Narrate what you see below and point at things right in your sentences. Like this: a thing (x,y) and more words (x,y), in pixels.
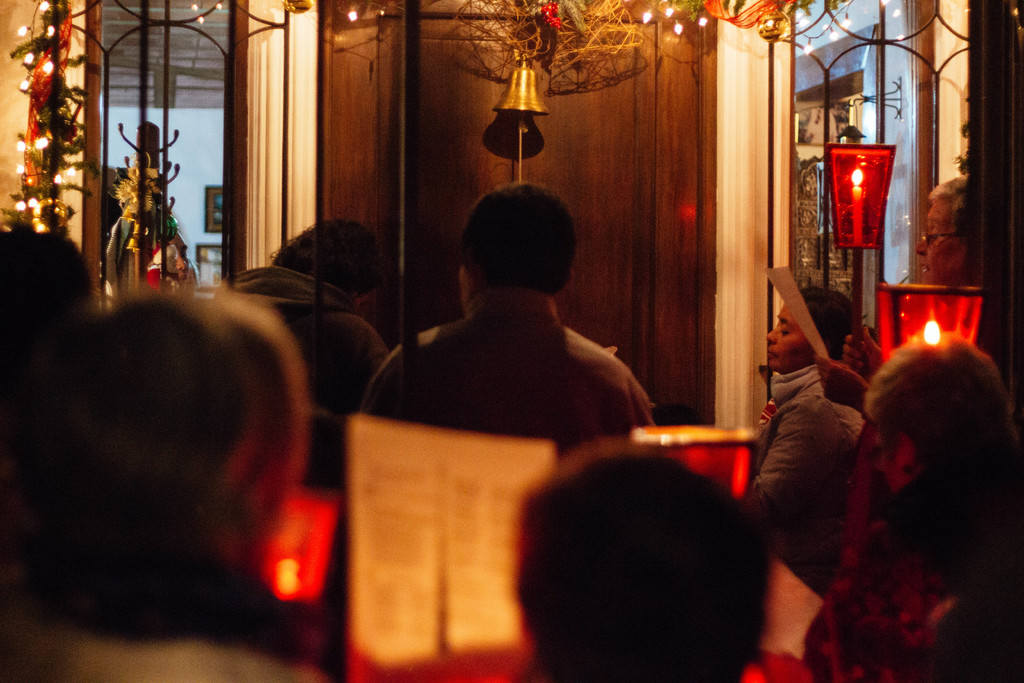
This picture shows few people (624,399) standing and we see candle lights (875,202) and a bell (527,60) and we see serial lights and we see a person (951,269) holding a paper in his hand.
